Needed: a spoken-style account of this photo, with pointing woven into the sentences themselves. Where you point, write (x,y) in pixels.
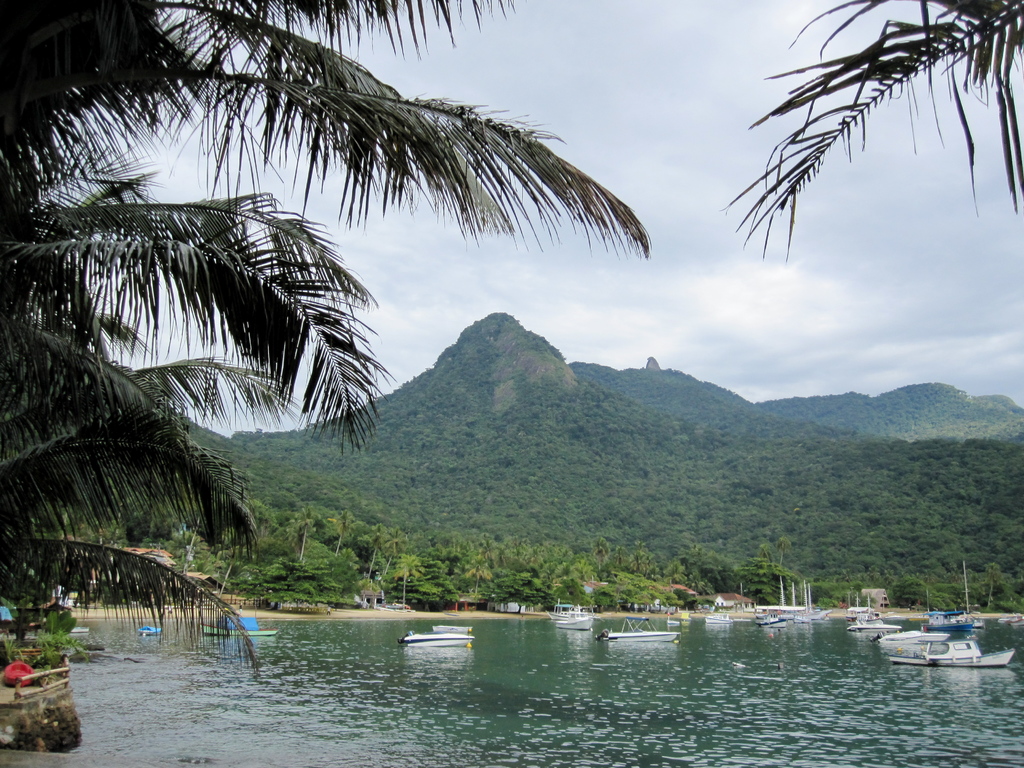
In this image we can see some boats (775,624) in a water body (822,700). We can also see some poles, a group of trees (545,581), the hills (715,528) and the sky (820,262) which looks cloudy.
